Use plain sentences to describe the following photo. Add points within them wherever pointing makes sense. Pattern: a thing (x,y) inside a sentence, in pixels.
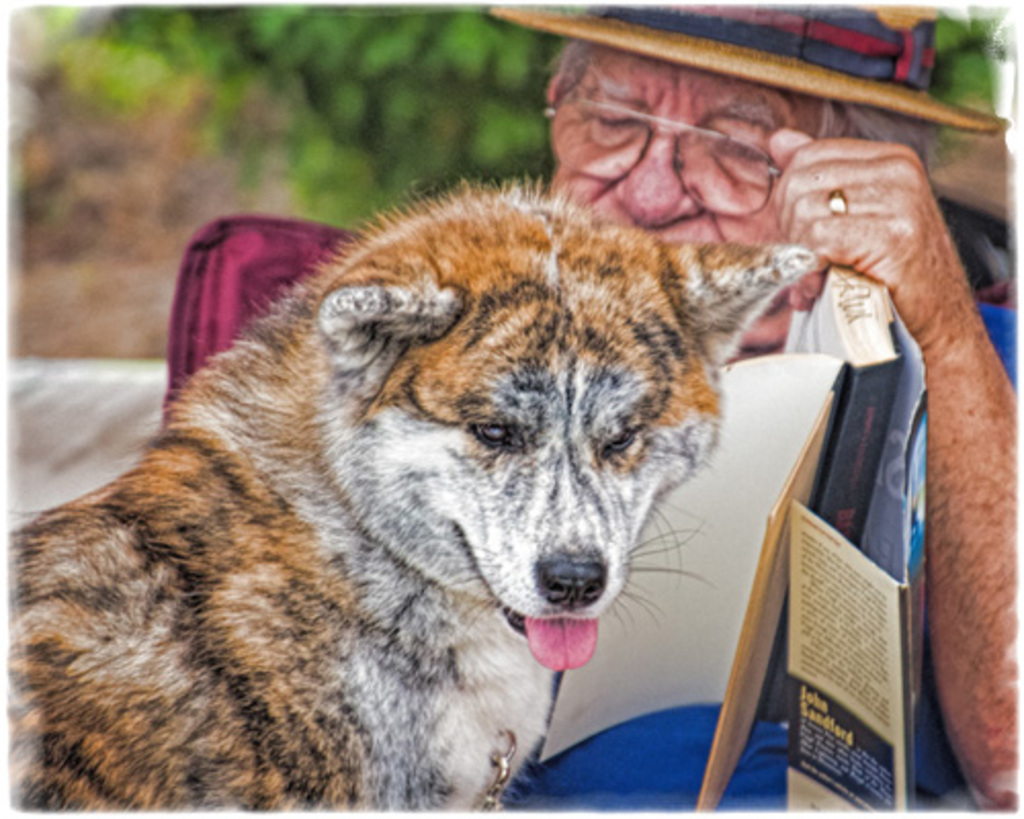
There is a dog (435,450) and a man (642,226) in the middle of this image (395,285). We can see greenery (359,103) in the background (397,112).
